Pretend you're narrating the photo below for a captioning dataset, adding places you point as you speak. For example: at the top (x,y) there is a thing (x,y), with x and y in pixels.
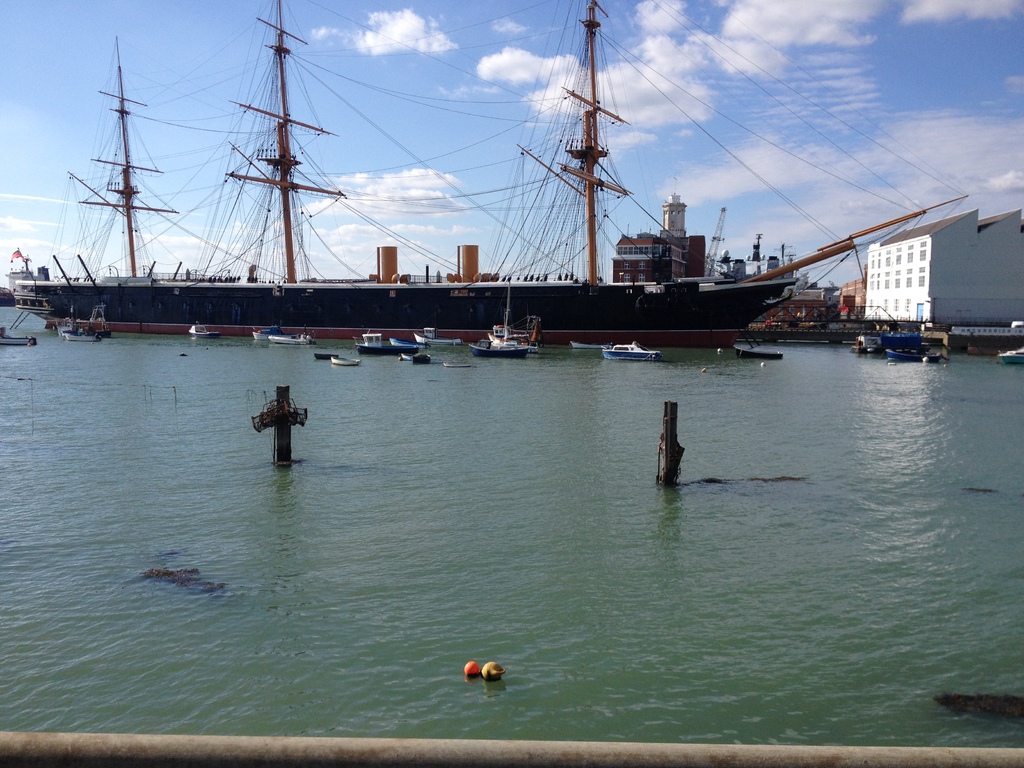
In this image in the middle (413,335), there are many boats (427,336), water (410,442). In the background (573,312) there are many buildings (896,309), boats (860,340), sky (789,180) and clouds (510,26).
